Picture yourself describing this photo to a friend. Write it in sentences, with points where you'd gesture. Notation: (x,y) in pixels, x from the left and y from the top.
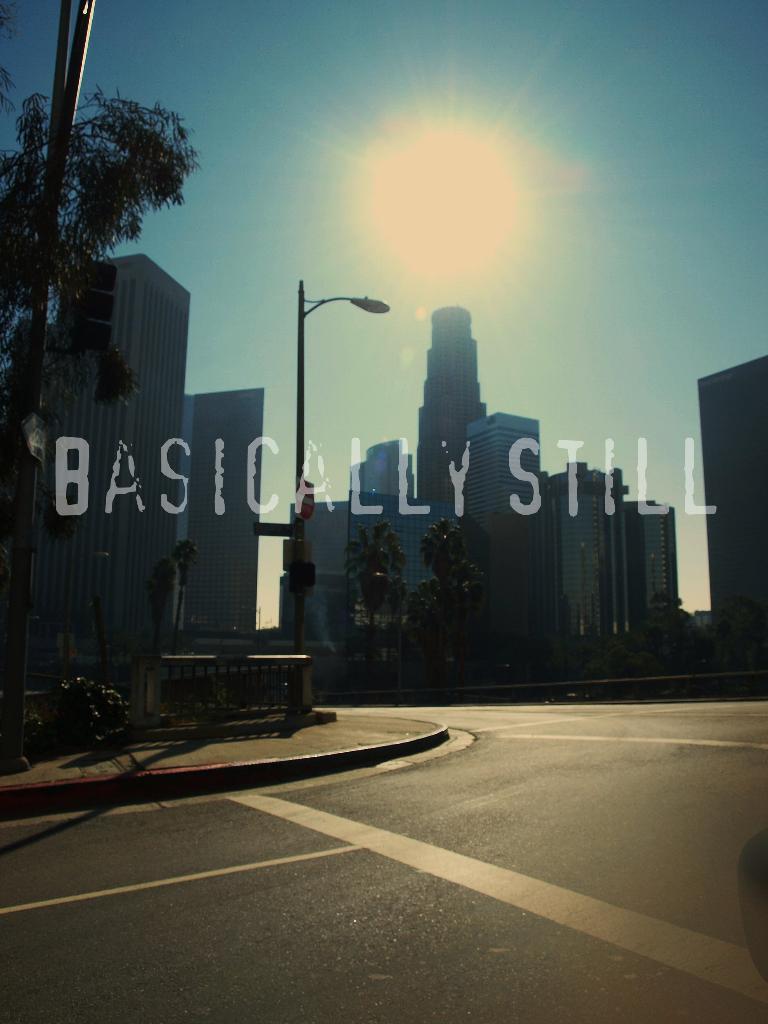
This is a picture taken outside a city (749,530) on the streets (552,714). In the foreground of the picture (333,812) it is road (458,793). On the left (158,442) there are buildings (131,515), trees (3,442) and a street light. In the center of the background (353,582) there are buildings (466,481) and trees (397,565). Sky (414,235) is sunny.
